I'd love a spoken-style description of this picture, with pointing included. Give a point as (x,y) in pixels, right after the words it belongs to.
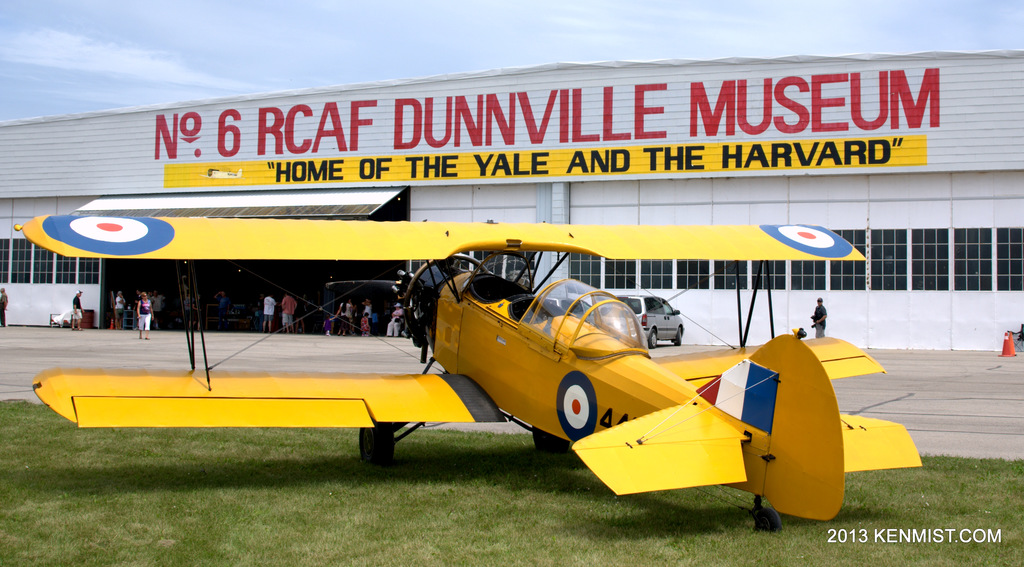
In the foreground of the picture (481,282) there is a plane (487,284) in the grass (314,490). In the center of the picture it is runway (26,326). In the center of the background (110,145) there is a shed (365,200), inside the shed (166,293) there are people (223,296). Sky (210,37) is clear and it is sunny.
